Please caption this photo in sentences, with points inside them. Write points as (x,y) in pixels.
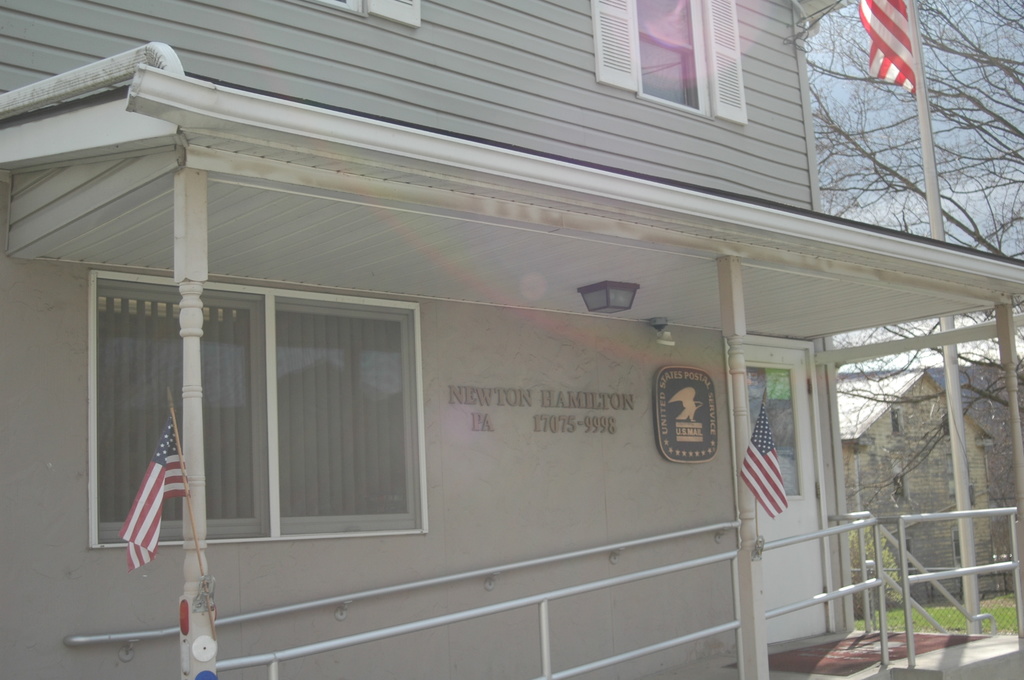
In this image I can see a house (459,232) in the front (534,424) and on it I can see two flags (137,550). I can also see railings (902,556), a door (793,629), a board (708,403), a light (628,298), windows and I can see something is written on the wall (588,373). On the right side of this image (984,128) I can see a pole (956,433), few trees (913,398), one more flag (899,30), one more house (875,428), grass ground (995,612) and the sky (907,113).
